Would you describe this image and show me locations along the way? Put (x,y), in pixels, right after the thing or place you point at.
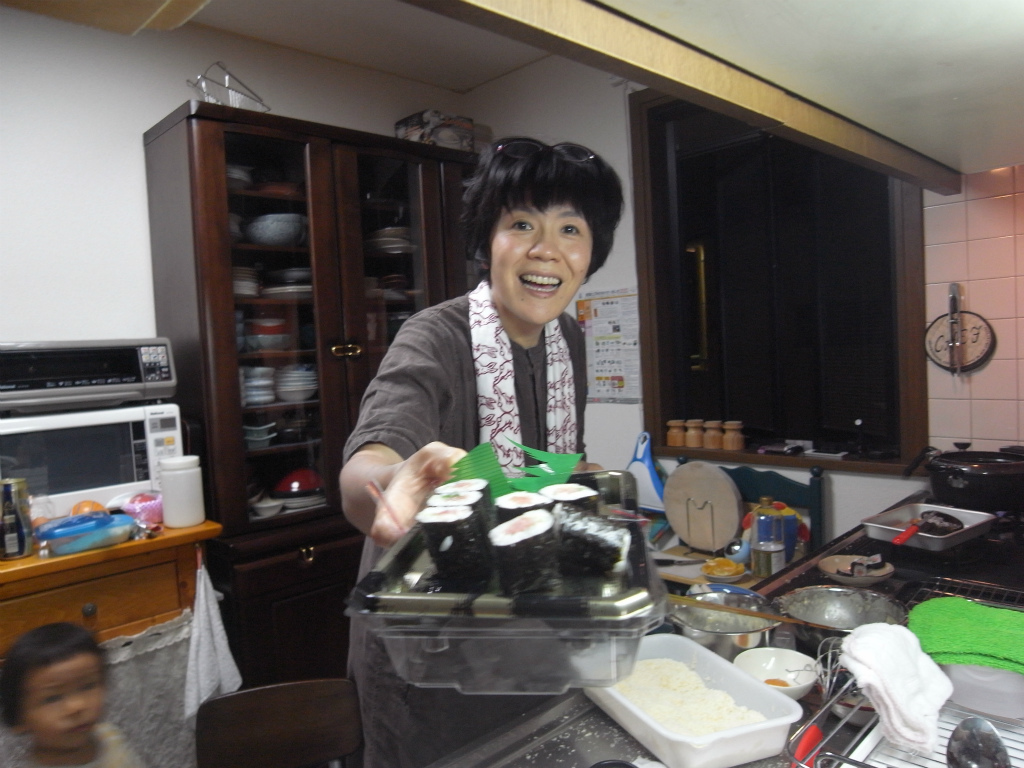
In the center (459,368) we can see one woman (446,432) standing and holding food item (537,573) and she is smiling. On the right (1015,518) there is a table (779,757), on table (906,564) we can see bowl (774,661), napkin (894,681), plate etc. On the left (47,722) there is a baby (72,699) standing. In the background (138,183) we can see shelf (280,300), toaster oven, microwave (93,460), table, bottles (170,497), plaque (932,354) and wall (35,43).
